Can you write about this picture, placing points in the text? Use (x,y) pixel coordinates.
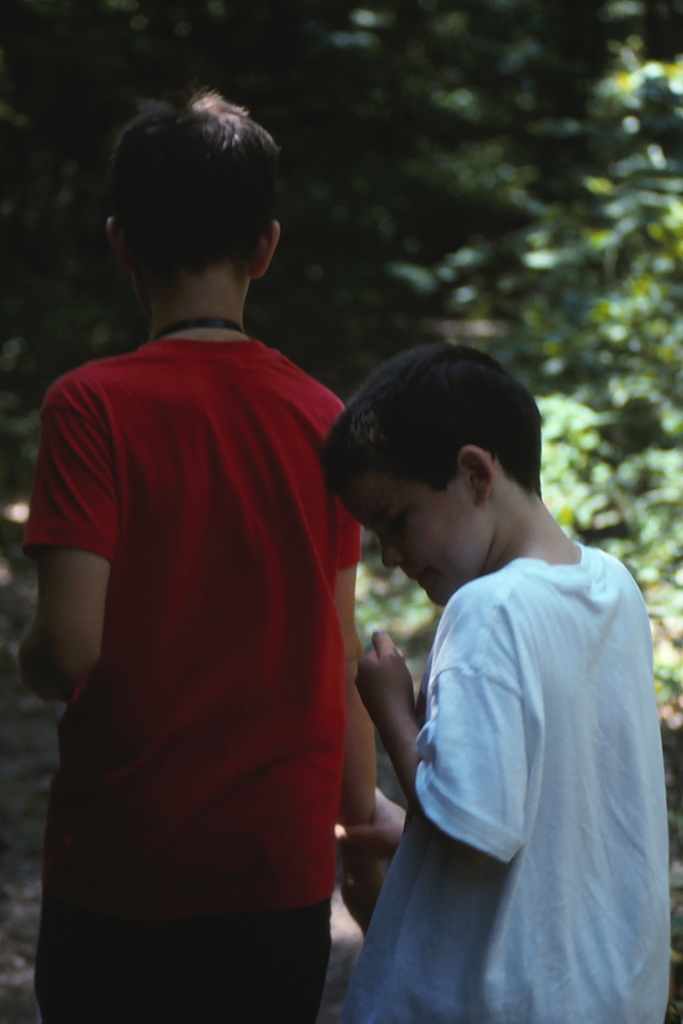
In this image I see 2 boys (531,1022) in which this boy (176,527) is wearing red color t-shirt (293,677) and this boy (497,719) is wearing white color t-shirt (548,729) and in the background (651,61) I see the green leaves (37,306) and I see that it is blurred.
